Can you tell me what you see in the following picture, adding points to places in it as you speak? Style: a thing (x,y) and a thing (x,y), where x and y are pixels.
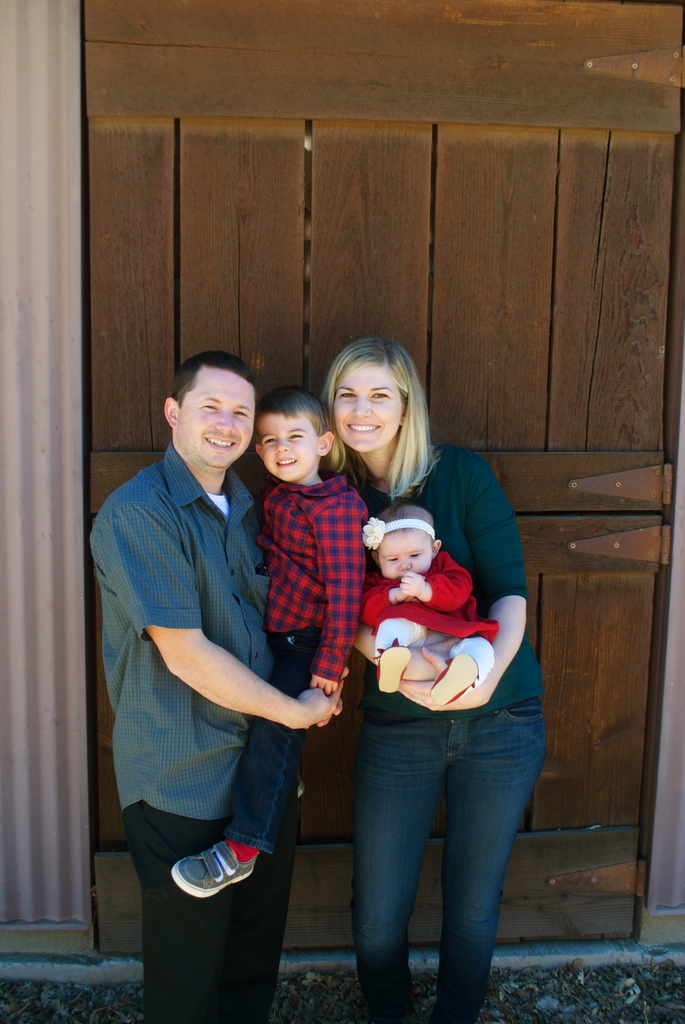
In this picture we can see a man (160,976) carrying a boy (274,559) and beside him we can see a woman (358,930) carrying a baby (385,645) and they are smiling and standing on the ground (592,971) and in the background (146,170) we can see a wooden object (366,320).
